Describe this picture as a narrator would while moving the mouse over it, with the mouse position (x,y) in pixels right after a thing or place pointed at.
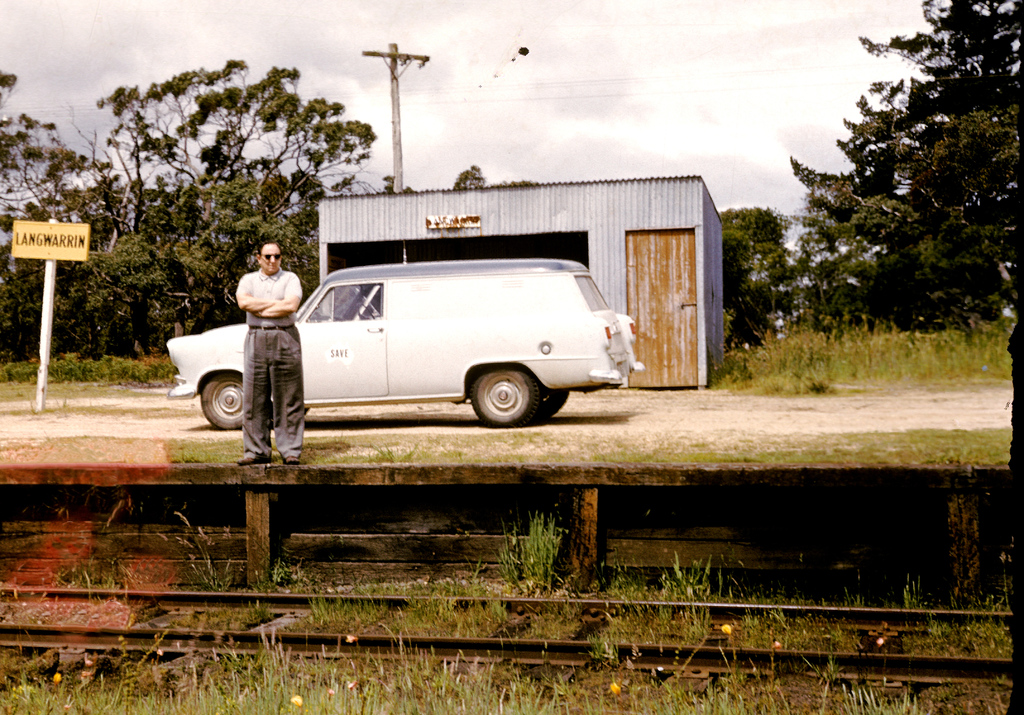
In the image we can see a man (251,341) standing, wearing clothes (268,339), shoes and goggles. Behind the man (252,356) there is a vehicle (307,356), white in color. Here we can see a train track (401,606) and grass (366,615) around the track (403,645). There are even trees (880,194), electric pole (408,62) and electric wires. Here we can see a pole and board (27,226) on it and the cloudy sky (63,64).
